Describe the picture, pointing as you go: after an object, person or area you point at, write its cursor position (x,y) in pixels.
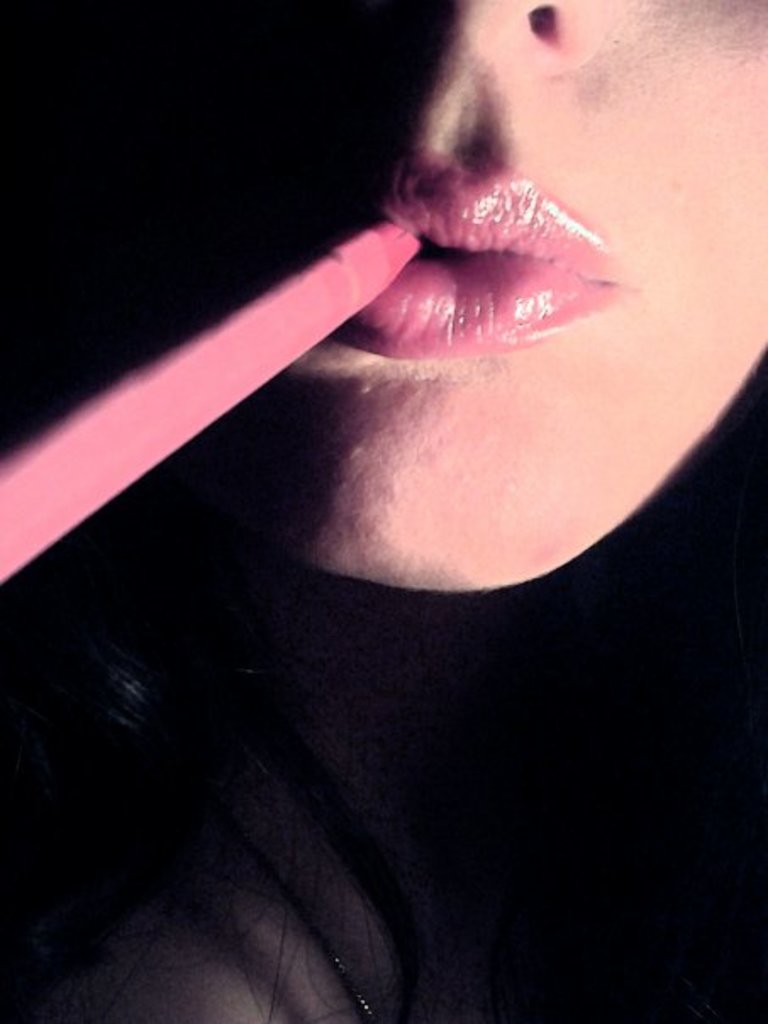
In this image we can see a person (341,389). On the left side (252,343), we can see an object (256,330).
